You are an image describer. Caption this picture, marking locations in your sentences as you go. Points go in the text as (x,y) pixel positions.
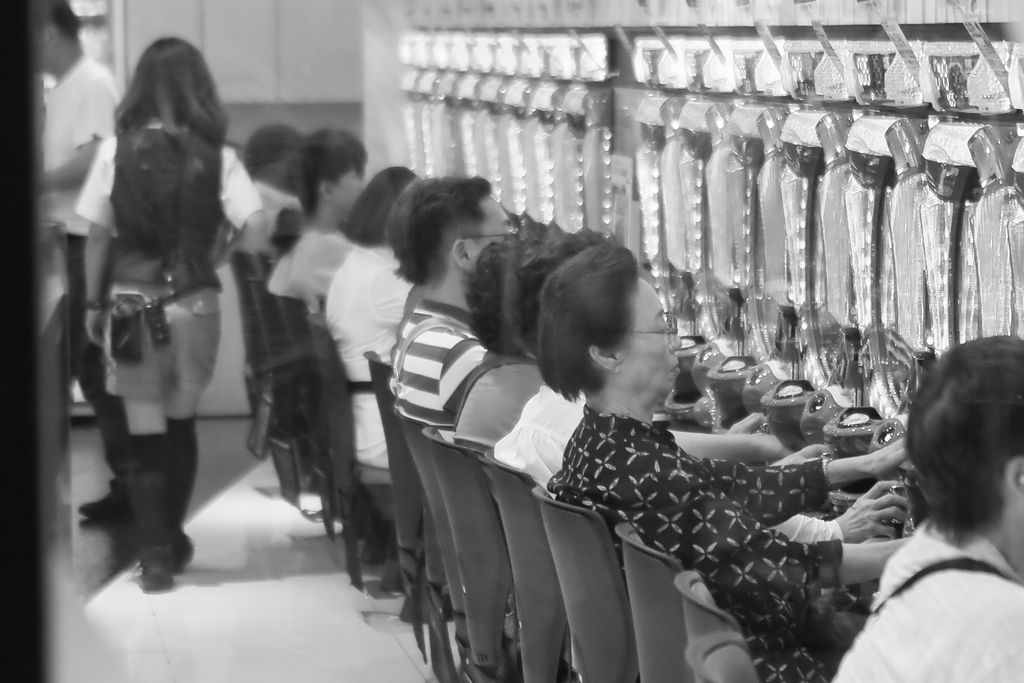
This is a black and white image. Here I can see few people (803,575) are sitting on the chairs (605,677) facing towards the right side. In front of these people (578,302) there are few objects (692,253). On the left side (108,224) there is a woman (175,338) walking towards the back side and a man (78,273) is standing facing towards the left side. In the background (268,75) there is a wall (248,47).
